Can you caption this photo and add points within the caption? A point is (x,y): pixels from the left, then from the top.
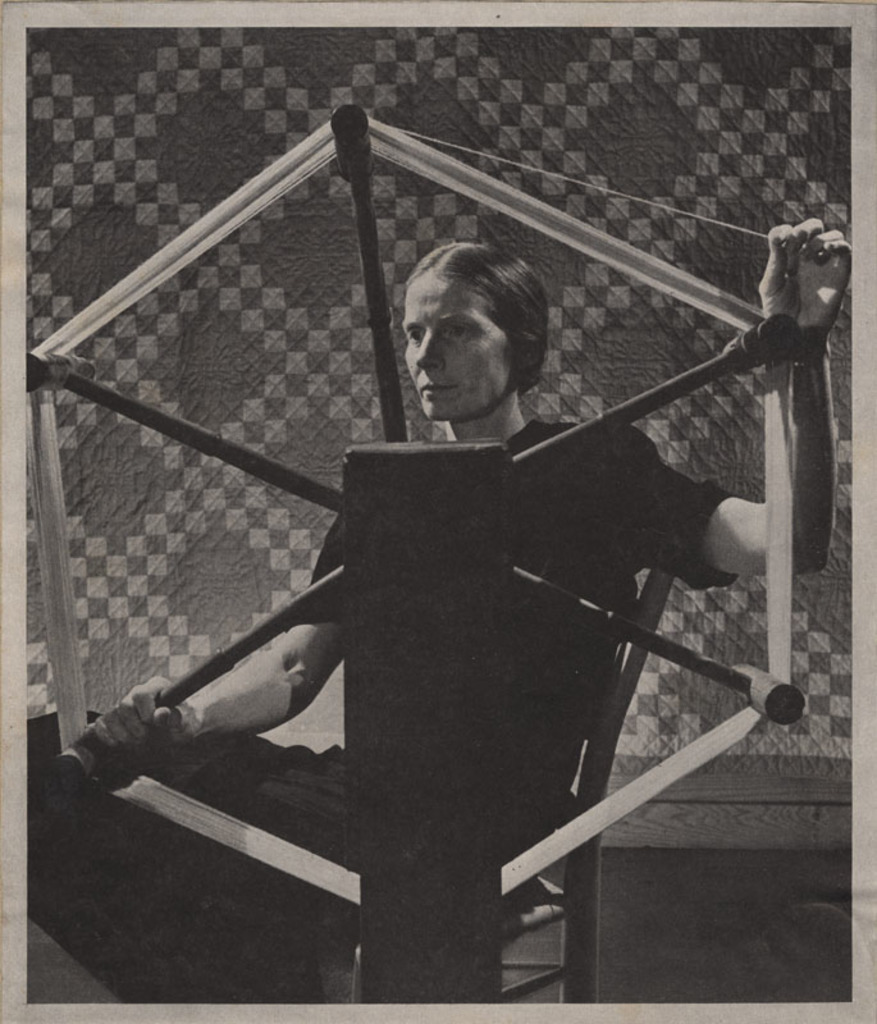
In this picture we can see a woman (266,819) holding a wheel (656,390) with her hand (142,694) and in the background (150,464) we can see wall (760,216).
